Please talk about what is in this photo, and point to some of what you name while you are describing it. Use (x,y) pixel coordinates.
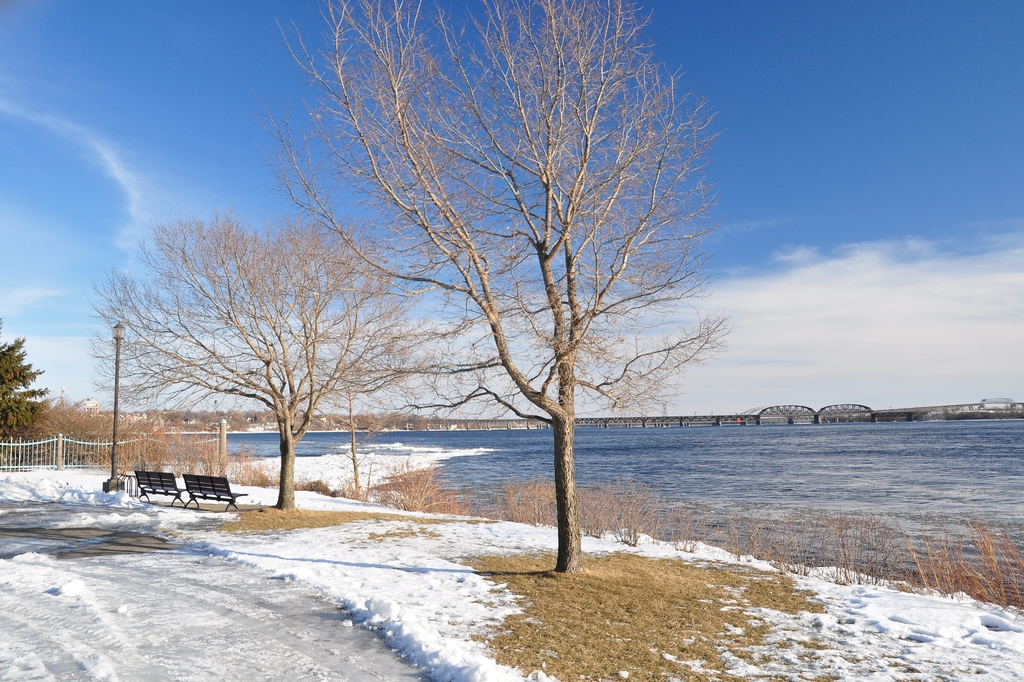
As we can see in the image there are trees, grass (654,681), benches (165,491), street lamp (117,460), fence (133,455) and sky (118,165). In the background (740,449) there is a bridge (585,424) and there is water (836,512).
